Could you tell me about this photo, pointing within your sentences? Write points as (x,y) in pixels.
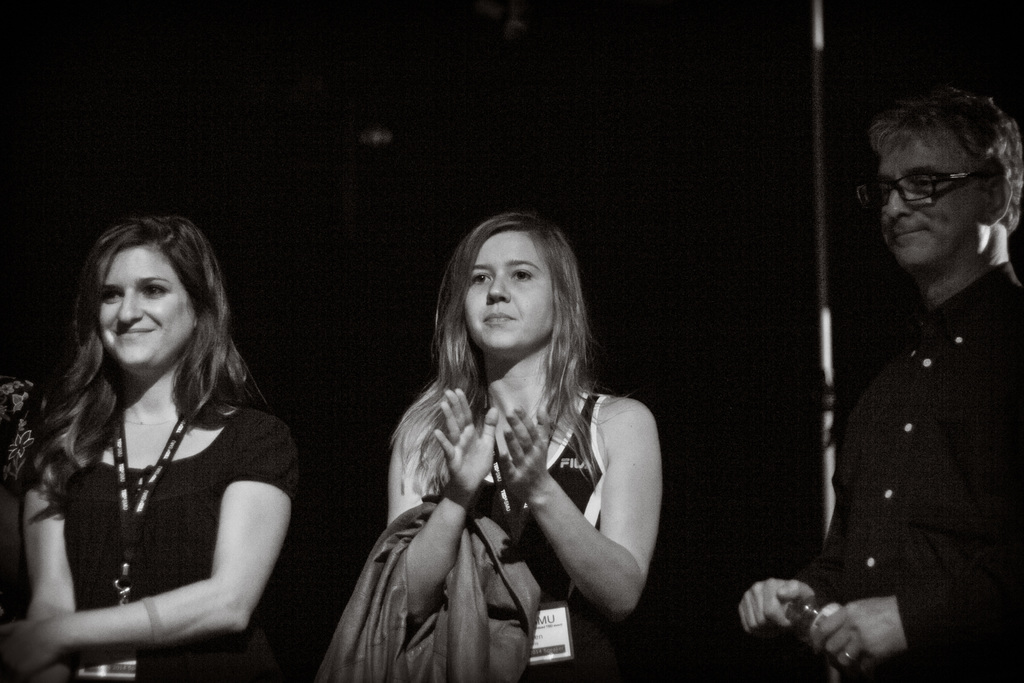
This picture there are group of people (543,407) standing. In the middle of the image (539,252) there is a woman (572,469) clapping and the person (964,581) on the right side of the image (918,639) is holding the object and the person (269,523) on the left side of the image (263,570) is smiling.
